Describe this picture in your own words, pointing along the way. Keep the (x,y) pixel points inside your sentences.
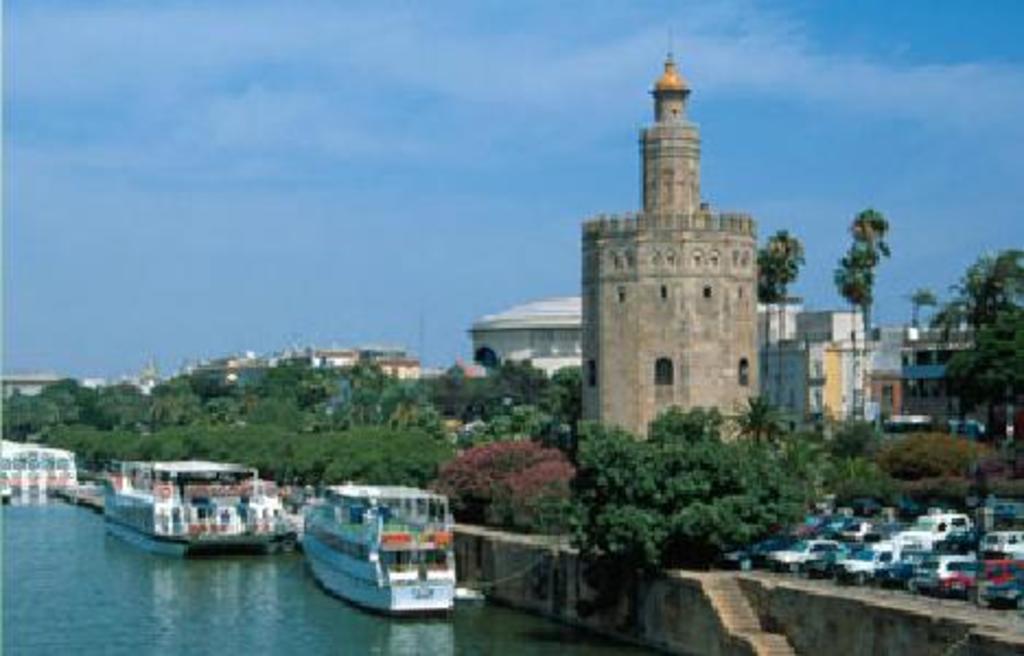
In this image we can see trees (626,472), tower (671,237), buildings (849,328), cars (858,546). At the bottom of the image (339,498) we can see stairs (764,634) and boats (346,565) in water (178,620). In the background (160,163) there is sky (787,68) and ground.
